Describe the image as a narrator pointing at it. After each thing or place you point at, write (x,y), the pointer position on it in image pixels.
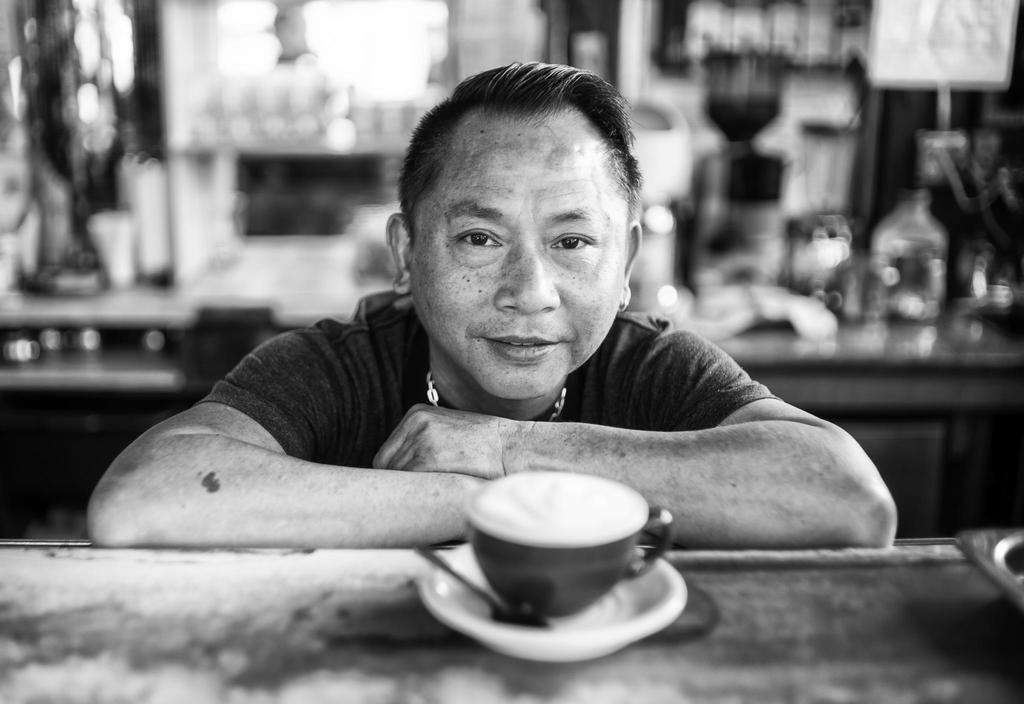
It is a black and white image, there is a person (713,411) standing in front of the table (624,676) on the table (568,663) there is a cup (525,529) and saucer (502,629) and a spoon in the background (823,294) there are other kitchen utensils (146,233).
